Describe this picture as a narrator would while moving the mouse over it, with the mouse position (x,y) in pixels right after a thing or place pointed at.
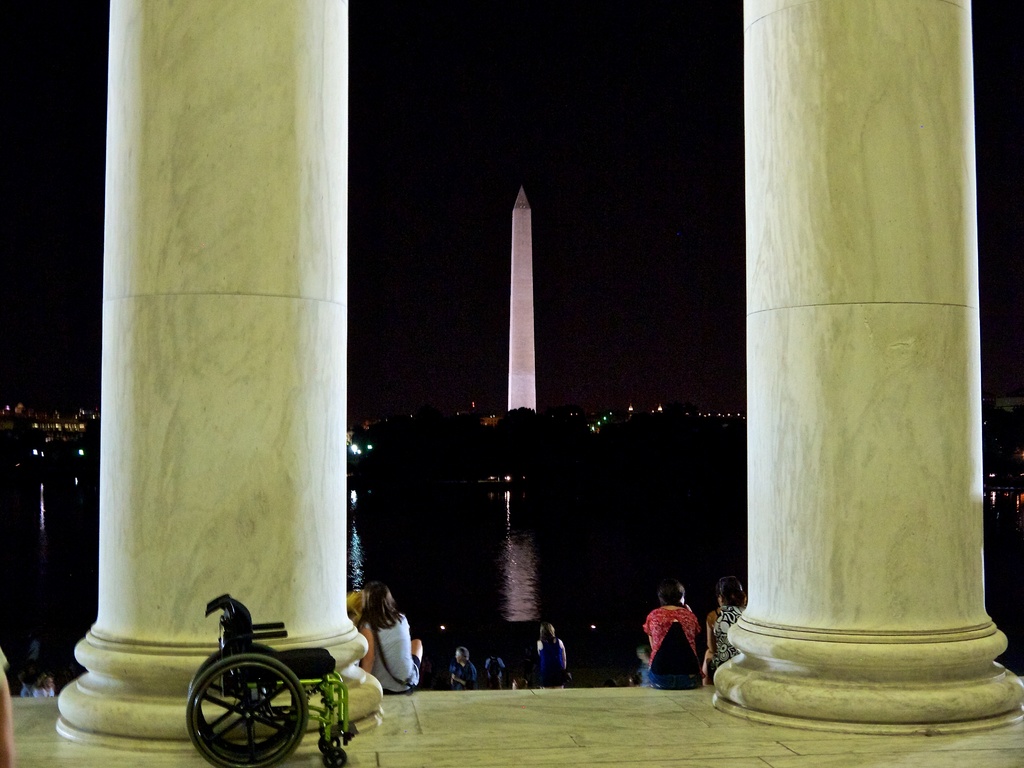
In this image we can see people (450,682) sitting on the steps (543,696) and standing on the floor (577,691), water (571,491), trees (566,432), electric lights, tower (512,234), wheel chair (293,656) and sky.
